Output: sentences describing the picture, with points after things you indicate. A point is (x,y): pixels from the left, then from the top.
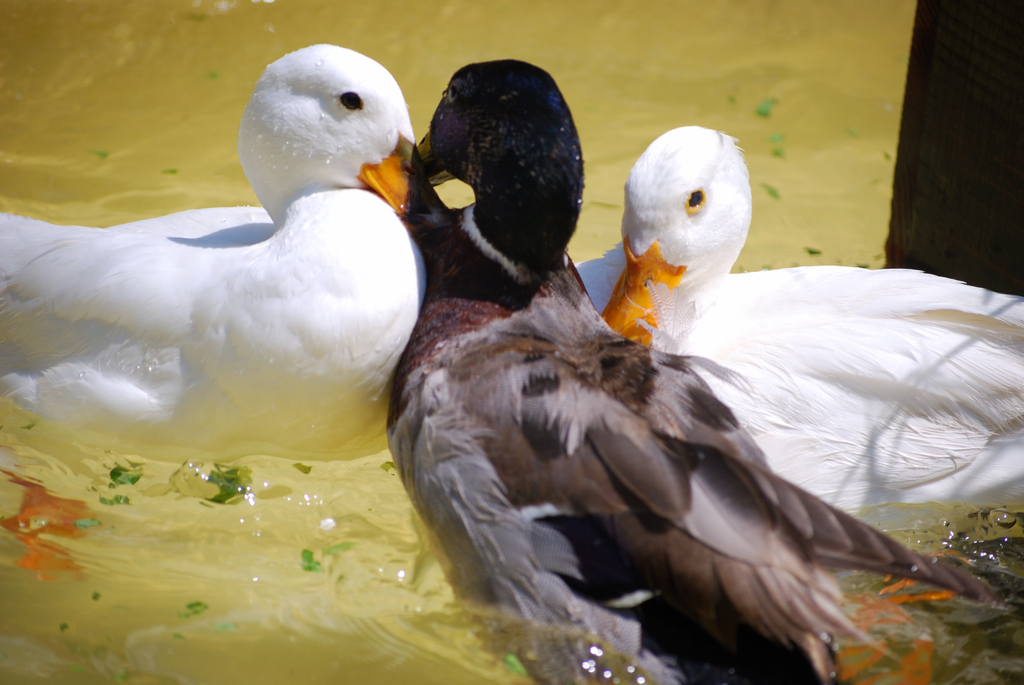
In this image I can see three birds (208,321) on the water (288,551). Two are in white color and one is in black color.
